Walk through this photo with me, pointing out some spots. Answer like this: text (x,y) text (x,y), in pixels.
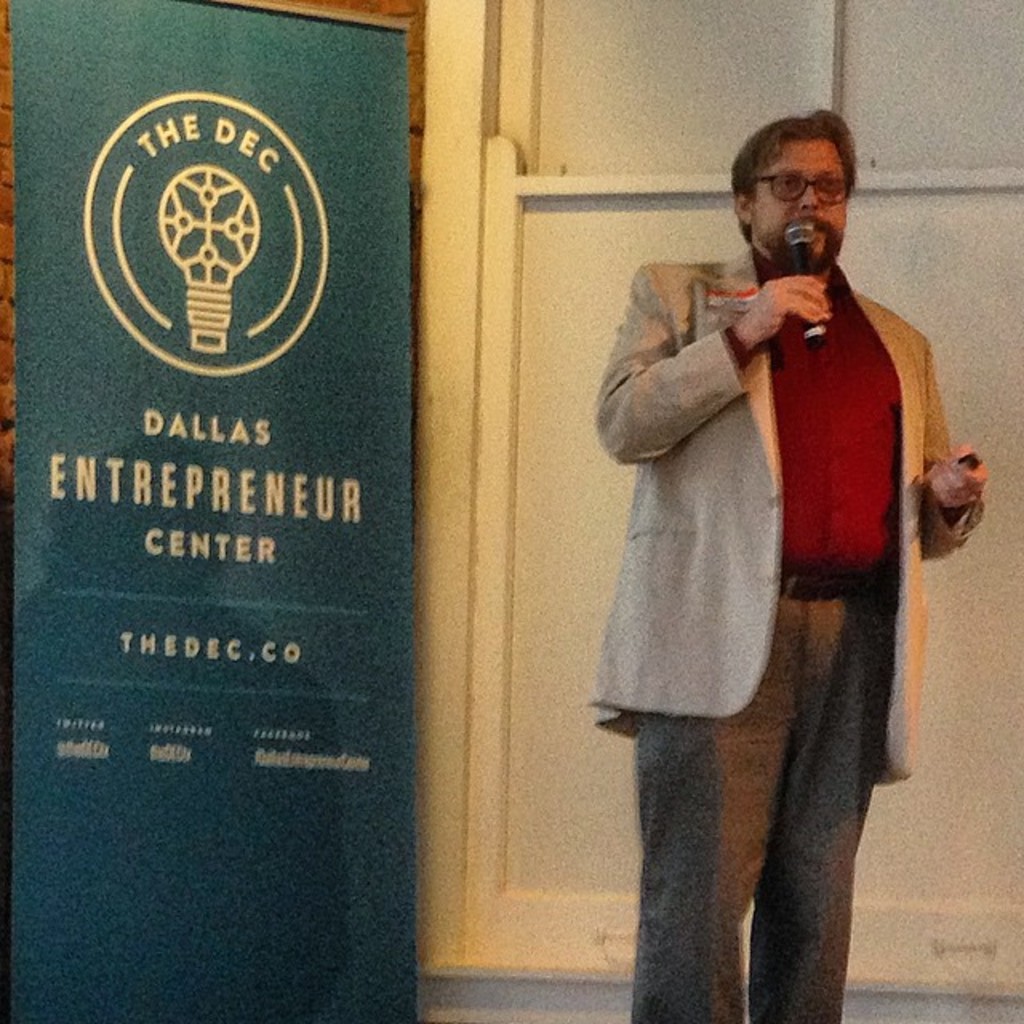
In the background (994,73) we can see the wall (1,115), board (19,110), cupboard (644,32) and handles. In this picture we can see a man (828,507) wearing a blazer (693,538), spectacles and he is holding a microphone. He is also holding an object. He is standing.
